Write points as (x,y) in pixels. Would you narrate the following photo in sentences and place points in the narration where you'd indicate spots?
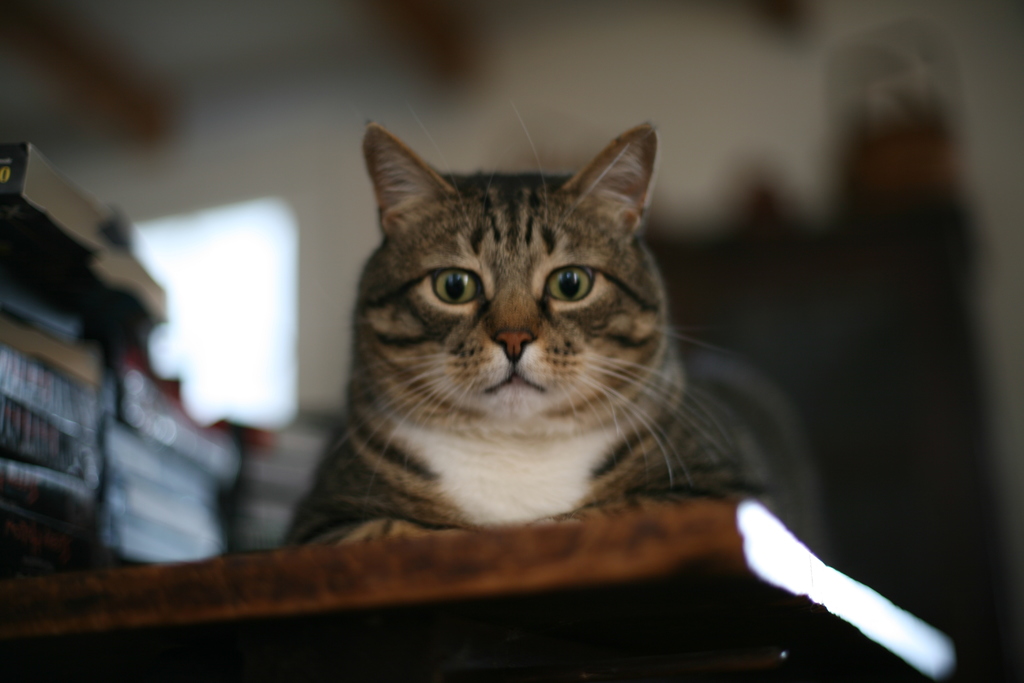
In this picture we can see a cat (418,386) on a wooden surface (844,622) and in the background (69,555) we can see books (120,375), wall (761,95), some objects (192,468) and it is blurry.
